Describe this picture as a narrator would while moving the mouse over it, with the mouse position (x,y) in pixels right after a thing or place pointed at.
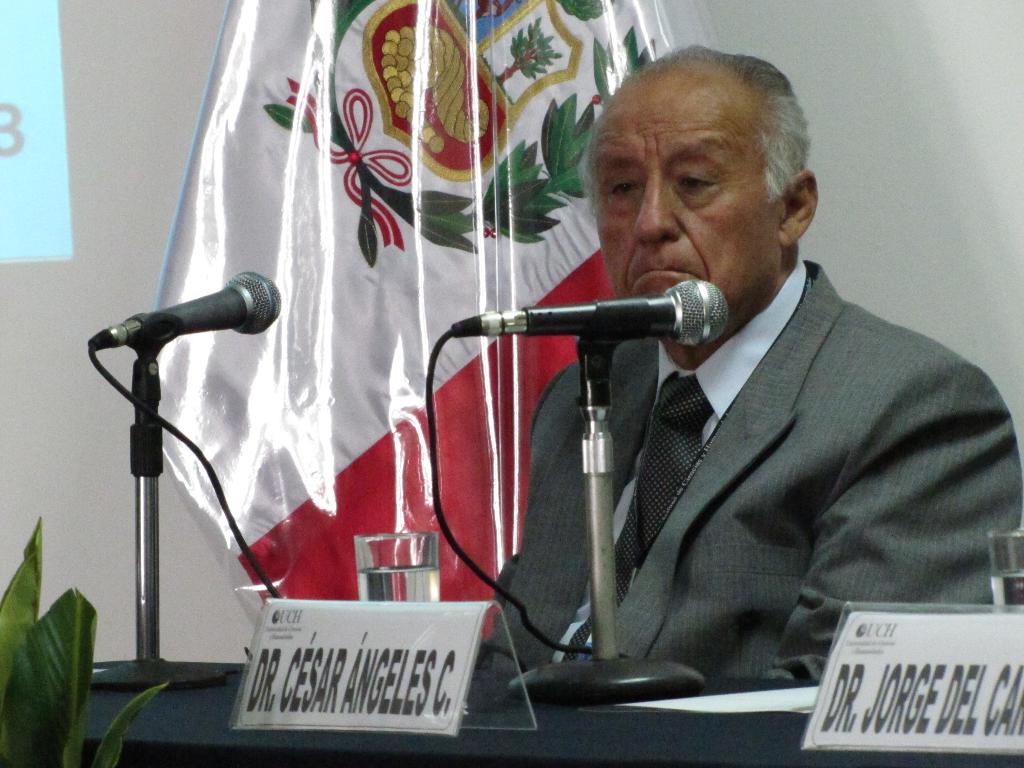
As we can see in the image there is a cloth (295,740), flag (316,233), screen (50,150), mics (99,348), table (222,750) and a man (766,532) sitting over here.
